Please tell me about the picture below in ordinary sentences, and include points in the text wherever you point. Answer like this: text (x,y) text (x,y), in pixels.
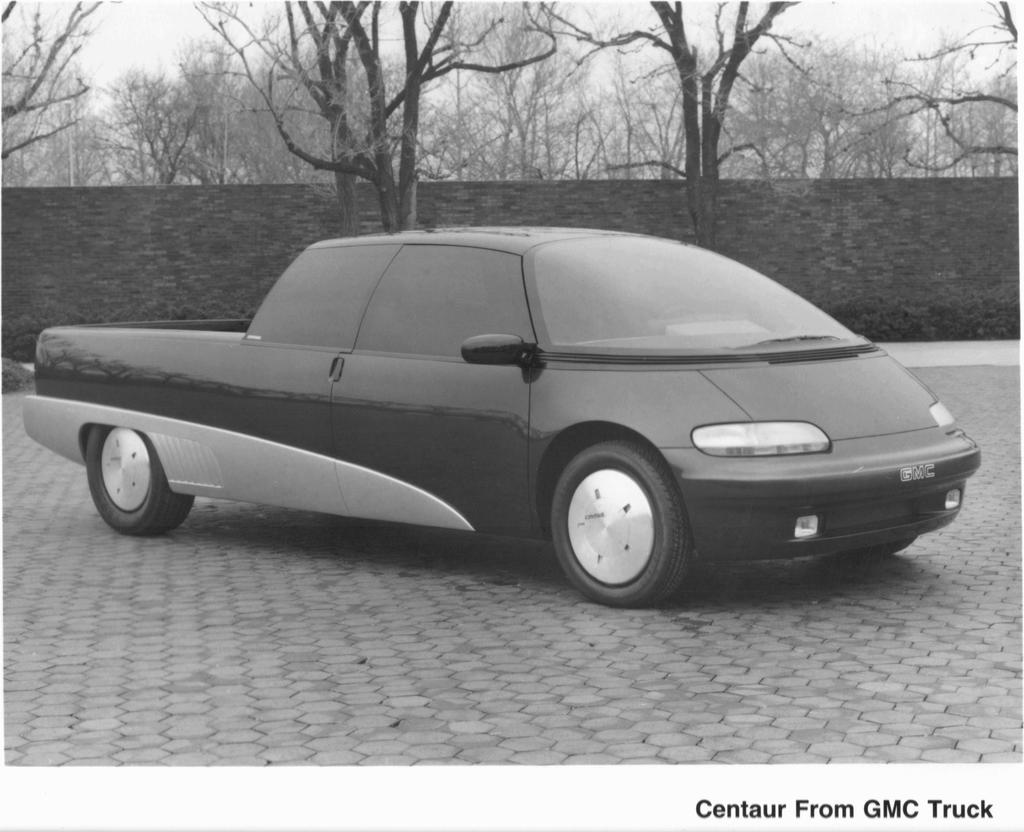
This is a black and white pic. We can see a vehicle (416,519) on the road (543,712). In the background (274,277) we can see bare trees (142,105), wall (459,199) and sky (155,7).
